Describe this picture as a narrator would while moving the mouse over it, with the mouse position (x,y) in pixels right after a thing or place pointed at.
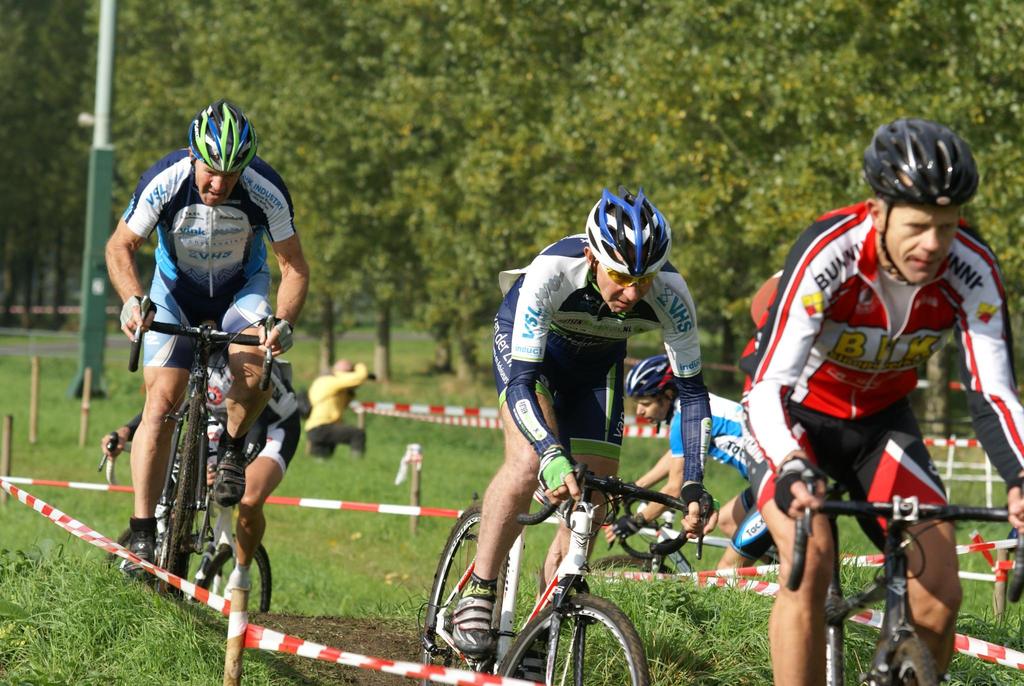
In this image there are a few people (777,402) riding a bicycle (575,517) on the path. On the either side of the path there is a fence (374,412), there is a person (345,385) holding an object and crouching on the surface of the grass (73,428), there is a pole (100,176). In the background (327,152) there are trees (534,109).
